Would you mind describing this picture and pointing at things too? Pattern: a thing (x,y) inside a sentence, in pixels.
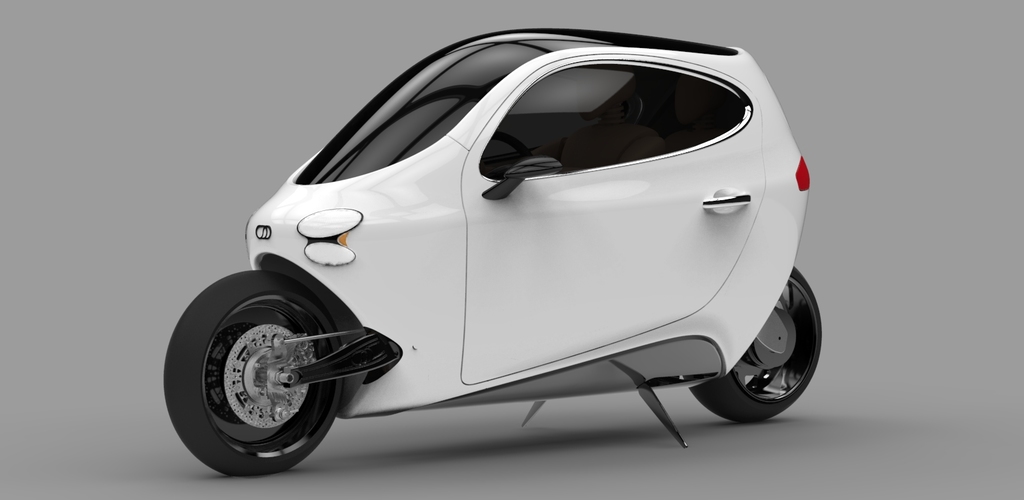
In this image we can see a vehicle (634,283) parked on the ground (675,457).
